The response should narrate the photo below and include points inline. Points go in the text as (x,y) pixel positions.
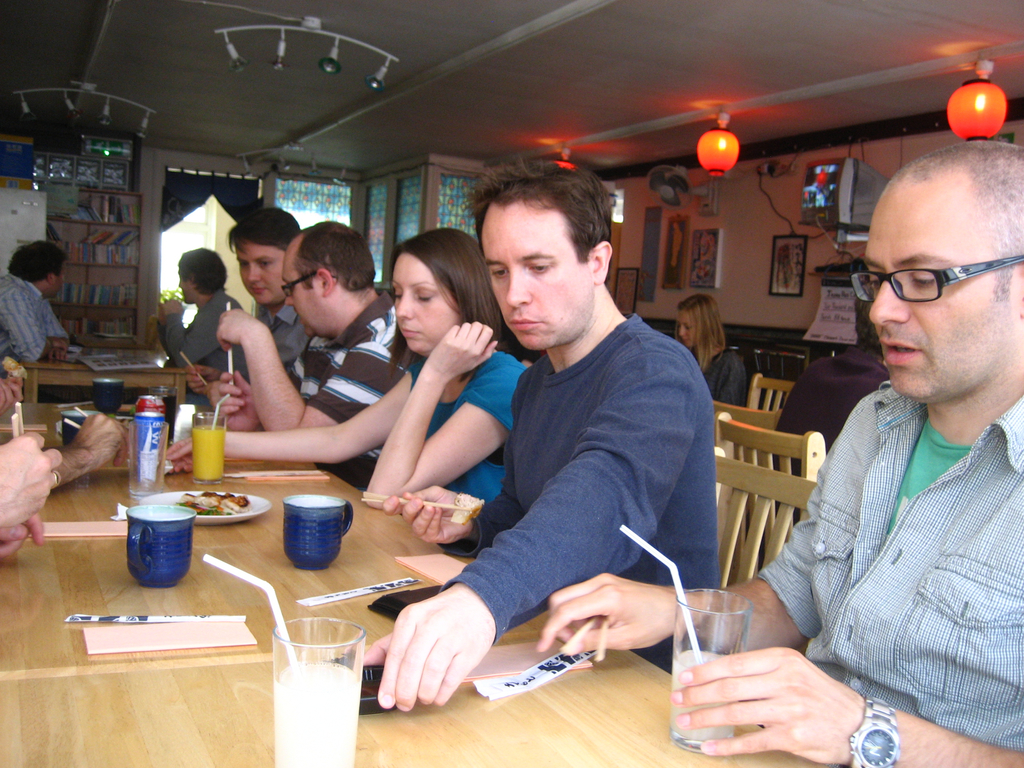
In this picture to the right (946,621) there is a man (932,533) with blue shirt (930,568) and green t-shirt (924,476) is sitting. To his left hand (837,730) there is a watch (868,733). He is holding a glass (703,624) with liquid (713,657) in it. Inside the glass (700,638) there is a straw (690,624). Beside him there is a man (593,414) with blue t-shirt (599,420) taking a phone (378,671) which is on the table (421,708). On the hand (436,523) he is having a food item (456,504). To the right of him there is a lady (459,383) with blue t-shirt (477,400) is sitting. In front of her there is an orange juice (214,431) with straw (217,417) in it. To the right of her there is man (369,351) with brown line t-shirt (346,367) is sitting and talking to the man (298,328) beside him. In front of them there is a table (95,568). On the table (190,719) there are two cups (180,539) which are blue in color and a food item (209,499) in it and some papers (170,631) on it. In the background (117,224) there is a cupboard (80,229) with books (125,236) in it. There is a door (168,232) in the middle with a curtain (207,187). And to the right corner (992,107) there lamps (959,110) on the top (982,96) and frames (795,245) to the wall (755,230) and a television (854,178). In the background (707,331) there is a lady (711,351) sitting.
